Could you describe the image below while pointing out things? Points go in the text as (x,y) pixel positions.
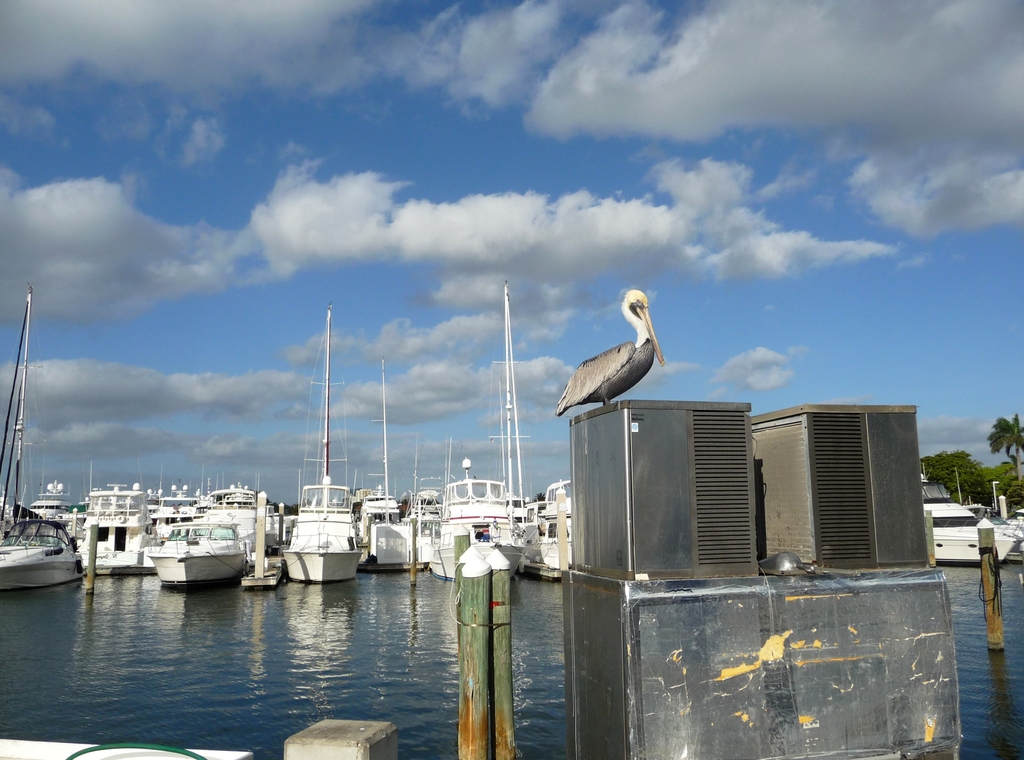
In this image I can see a bird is sitting on a metal box (708,545), and fleets of boats (450,563) in the water (356,577). At the top (372,219) I can see the sky (662,276). This image is taken may be near the ocean (300,677).
